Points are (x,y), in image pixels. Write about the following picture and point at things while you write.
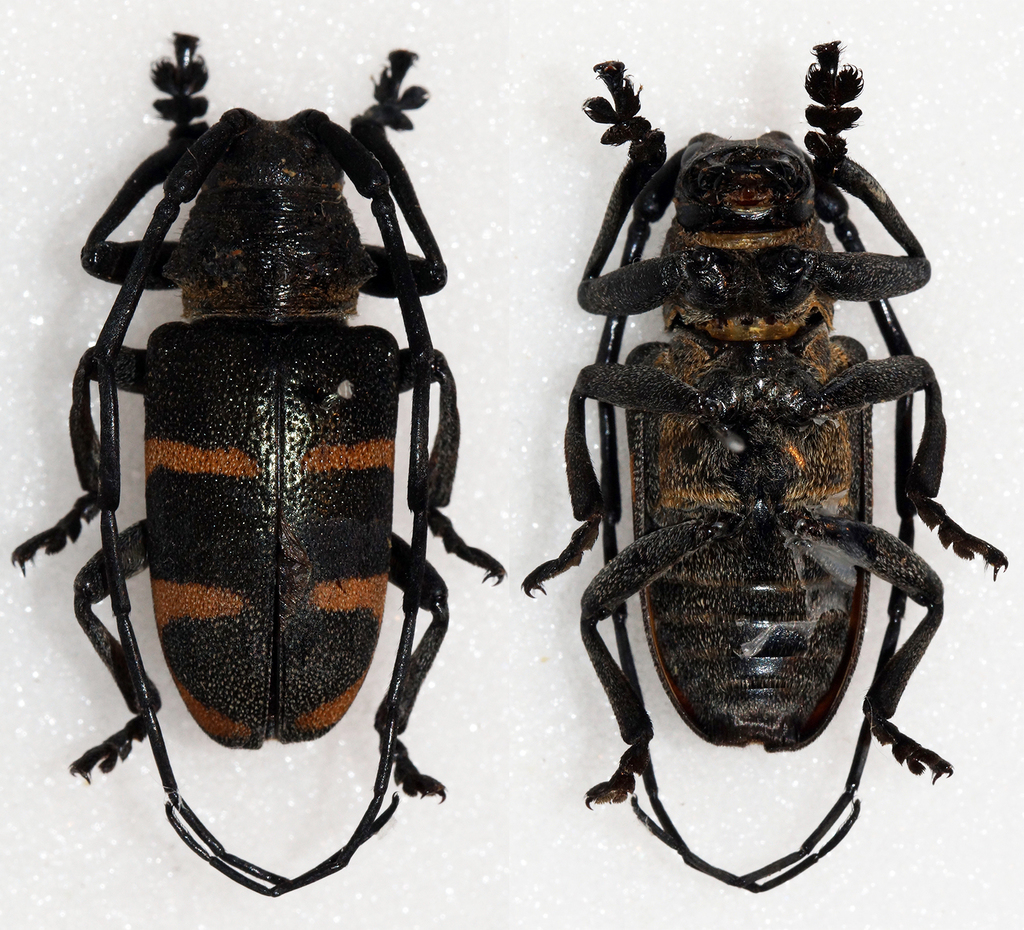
There are two longhorn beetles (740,174) in the image and the background (572,137) area is white in color.
